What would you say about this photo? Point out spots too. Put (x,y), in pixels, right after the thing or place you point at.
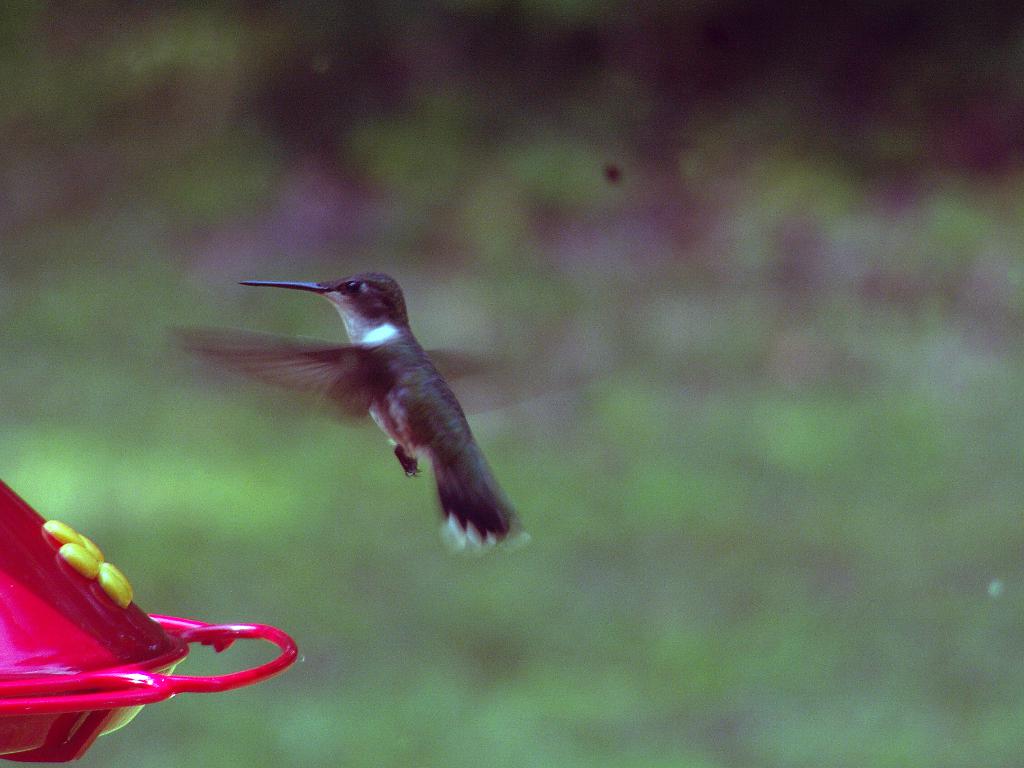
In this picture there is a bird (316,358) flying in the air which is in center (469,506). At the bottom left (172,625), there is an object (41,722).
